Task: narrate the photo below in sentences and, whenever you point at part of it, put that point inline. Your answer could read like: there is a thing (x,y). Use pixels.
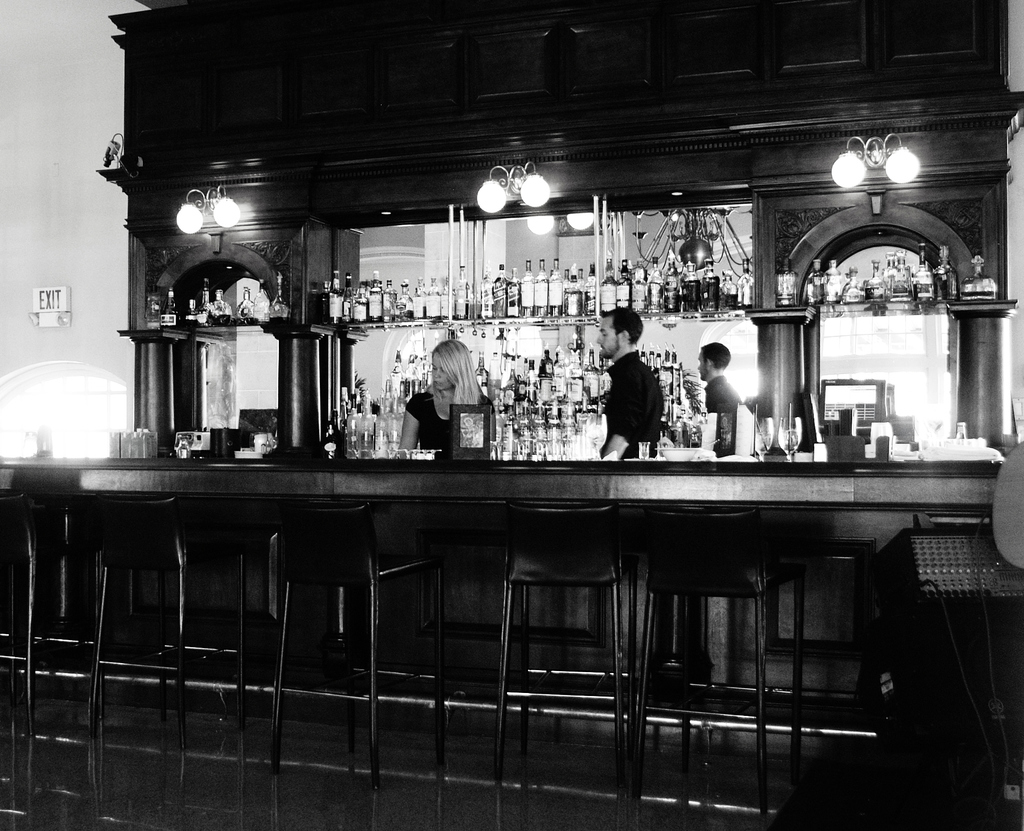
This is a black and white picture. Here we can see a woman (463,393) and a man (608,395). These are the bottles (264,295) and there are lights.
